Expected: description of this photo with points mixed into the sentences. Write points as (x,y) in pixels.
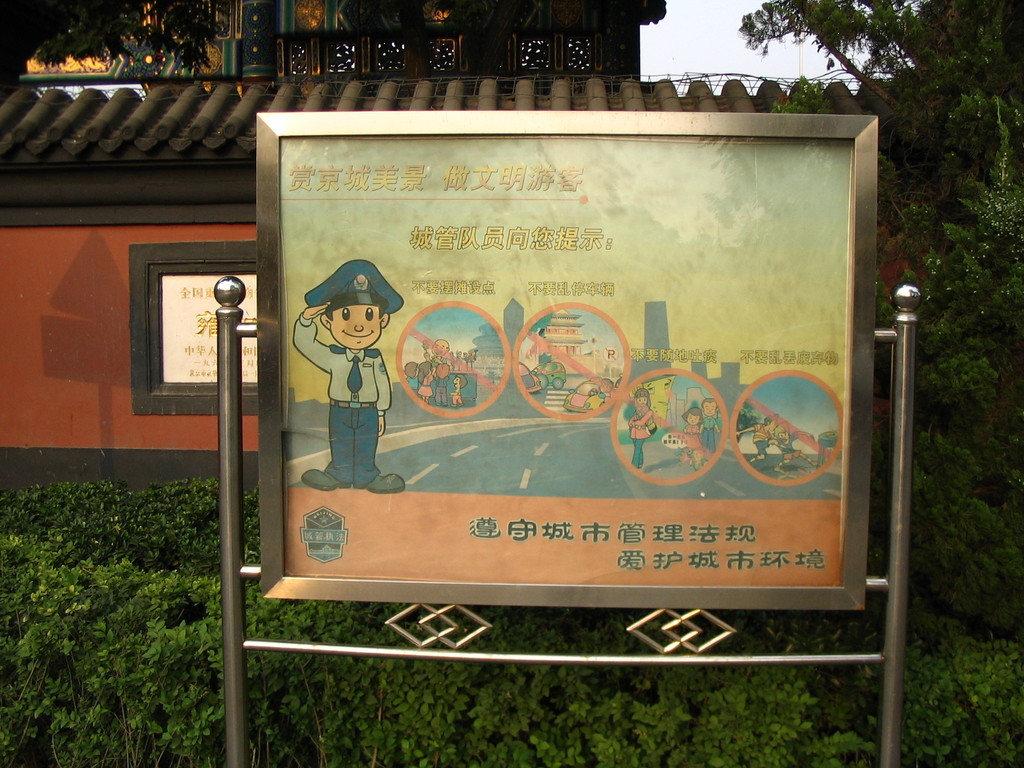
In this image I can see few metal poles (256,648) and a board (259,321) attached to it. I can see few trees (1001,295) which are green in color, an orange colored wall (112,311) and a building (571,26). In the background (698,42) I can see the sky (748,49).
